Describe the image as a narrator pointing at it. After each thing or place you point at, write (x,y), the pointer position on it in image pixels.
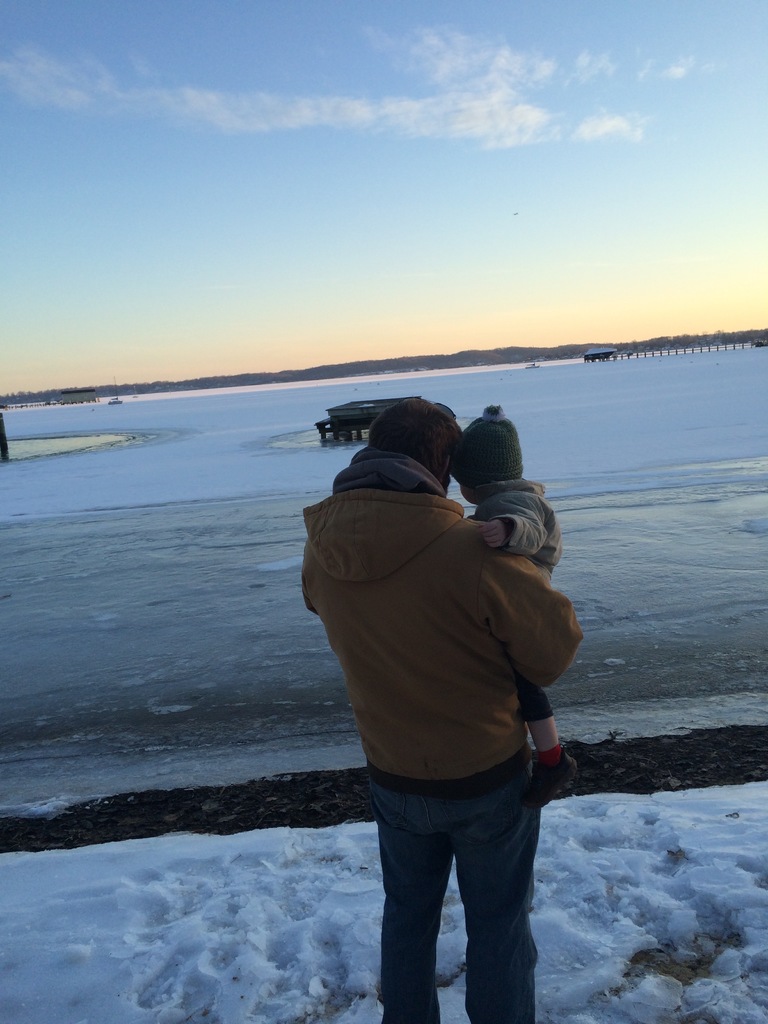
In this image we can see a person (489,583) holding a baby (499,532). The baby (484,450) is wearing a cap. On the ground (306,825) there is snow (558,846). In the back (525,367) there are few objects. In the background (419,170) there is sky (374,162) with clouds (440,67).
